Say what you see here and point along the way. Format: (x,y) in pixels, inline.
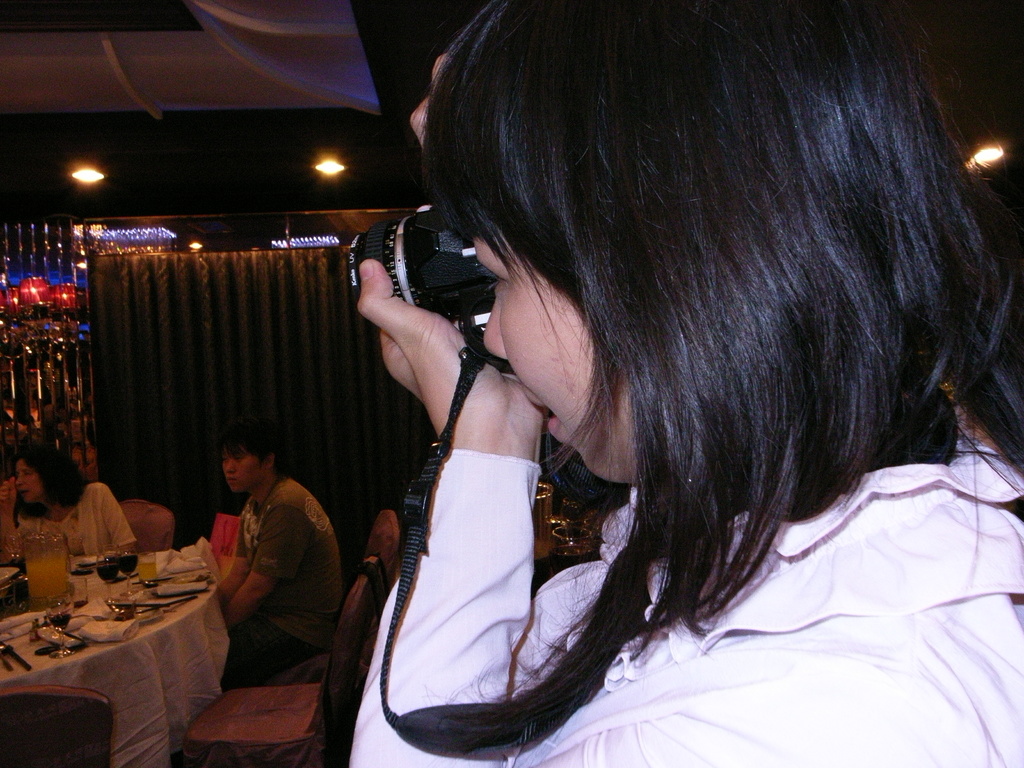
In this image I can see a person (498,316) holding the camera (407,297). To the left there are two people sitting in-front of the table (121,644). On the table (184,621) there is a glass (16,551), spoons (53,648) and the tissues (105,632).
